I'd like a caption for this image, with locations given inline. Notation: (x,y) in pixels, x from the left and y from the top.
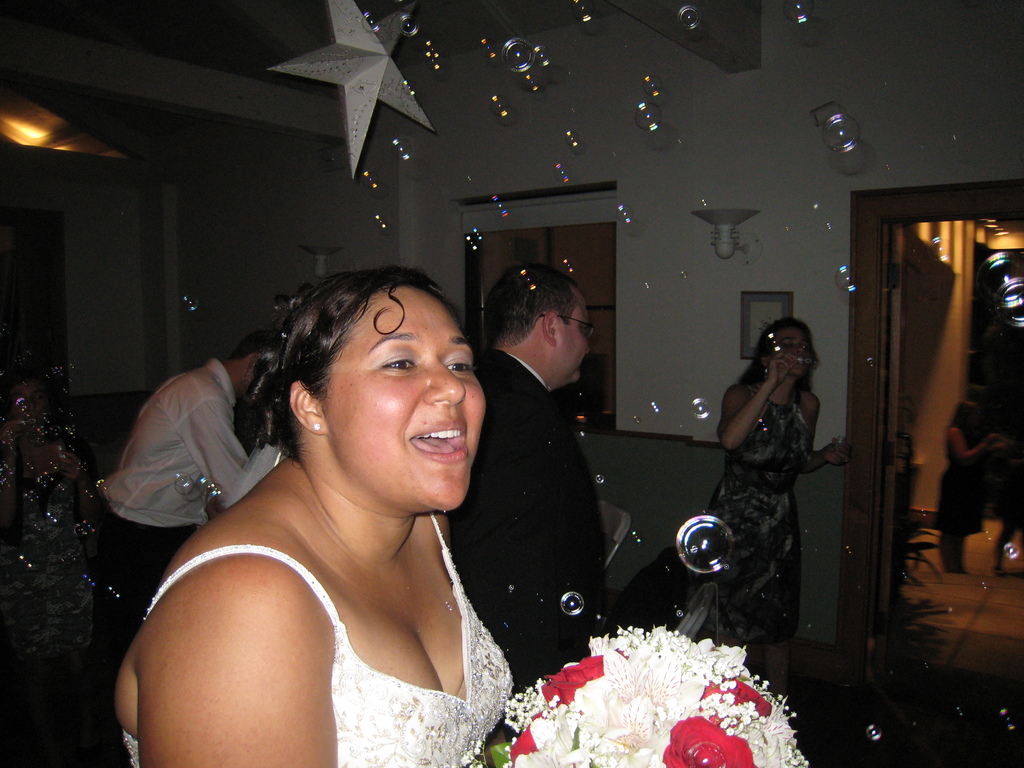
In this picture I can see group of people (403,763) standing, there is a flower bouquet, there are chairs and some other objects (535,219), and in the background (112,340) there are walls (112,340).
